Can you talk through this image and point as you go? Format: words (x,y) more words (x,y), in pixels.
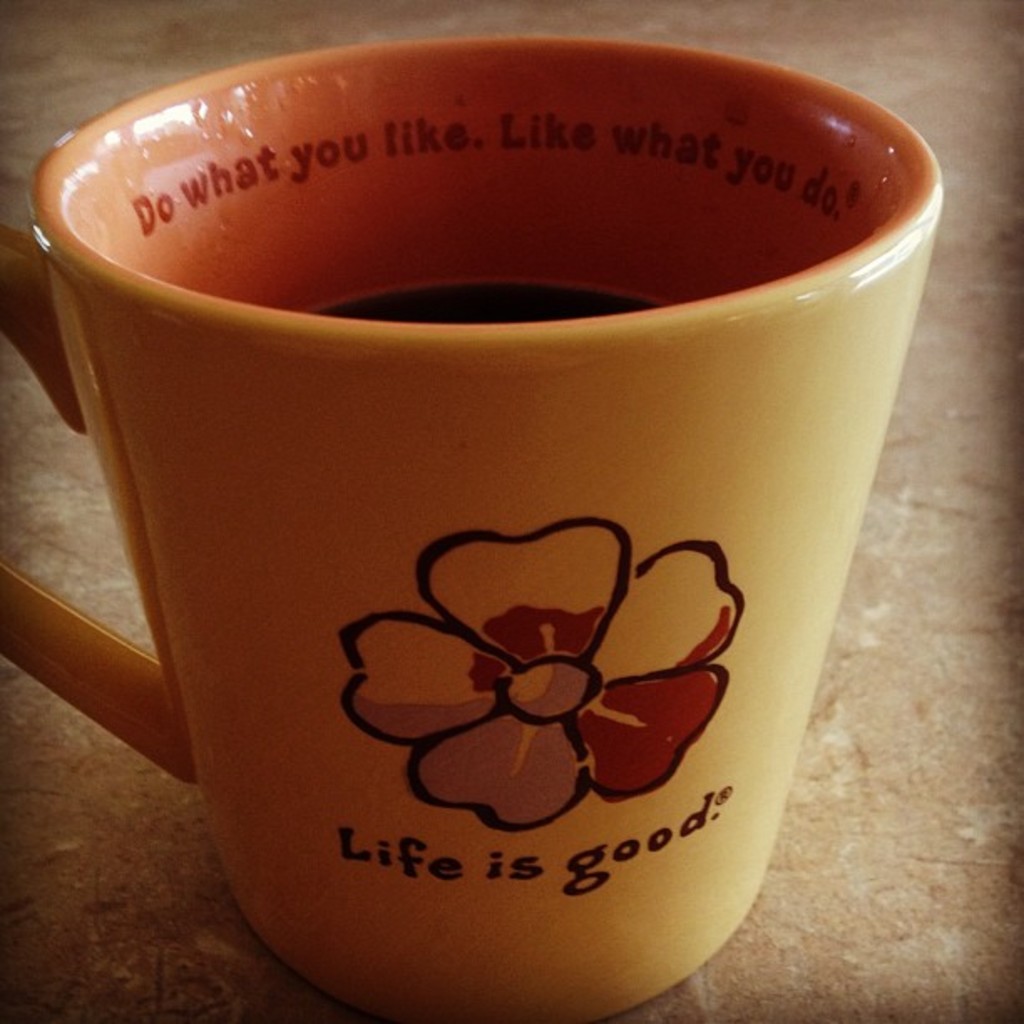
In this image, we can see a cup (276,538) with liquid (491,319) is placed on the surface (977,941). Here we can see some text (409,861) on the cup (554,122).
